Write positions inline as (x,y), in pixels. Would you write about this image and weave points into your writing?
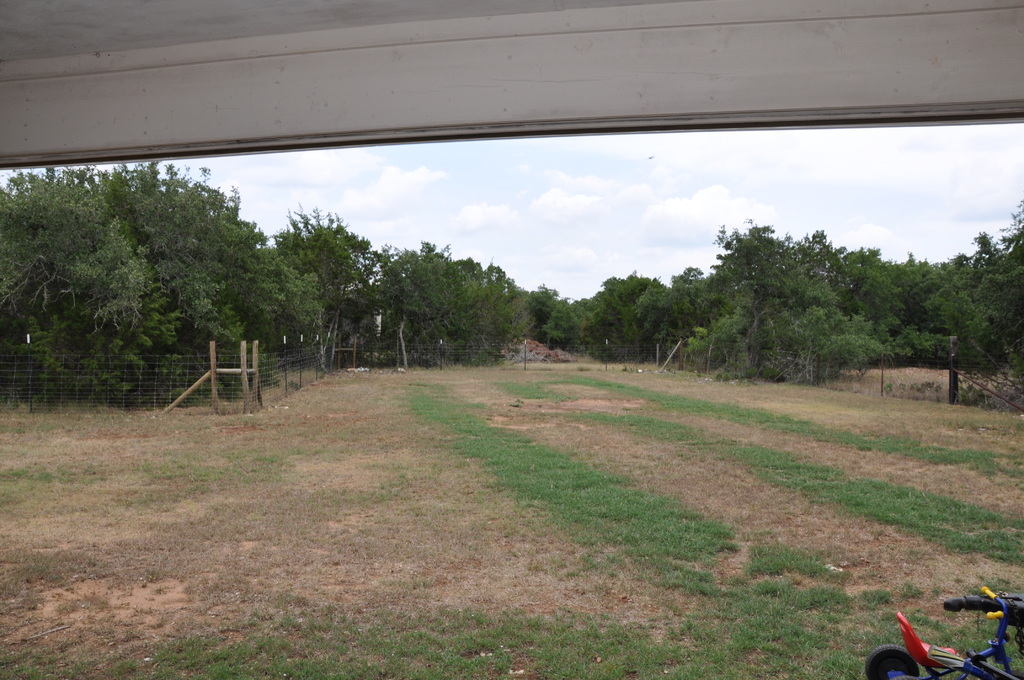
There is an open land (118,450) with grass (353,468) over it and around the land (937,450) there is a fencing (69,382). Behind the fencing (32,390) there are plenty of trees (660,330). There is a vehicle (916,671) kept on the land (830,591) towards right side (904,625).
